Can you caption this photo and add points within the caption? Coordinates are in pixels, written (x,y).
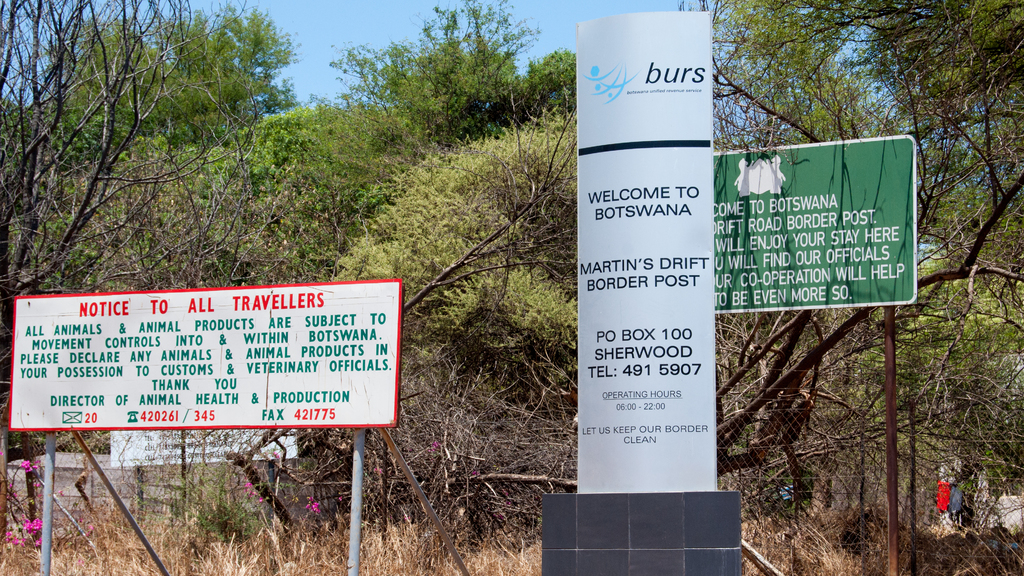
In this image I can see few boards (679,77), poles (45,528), net fencing (838,489), trees (432,347), pink color flowers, sky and the dry grass (909,524).
